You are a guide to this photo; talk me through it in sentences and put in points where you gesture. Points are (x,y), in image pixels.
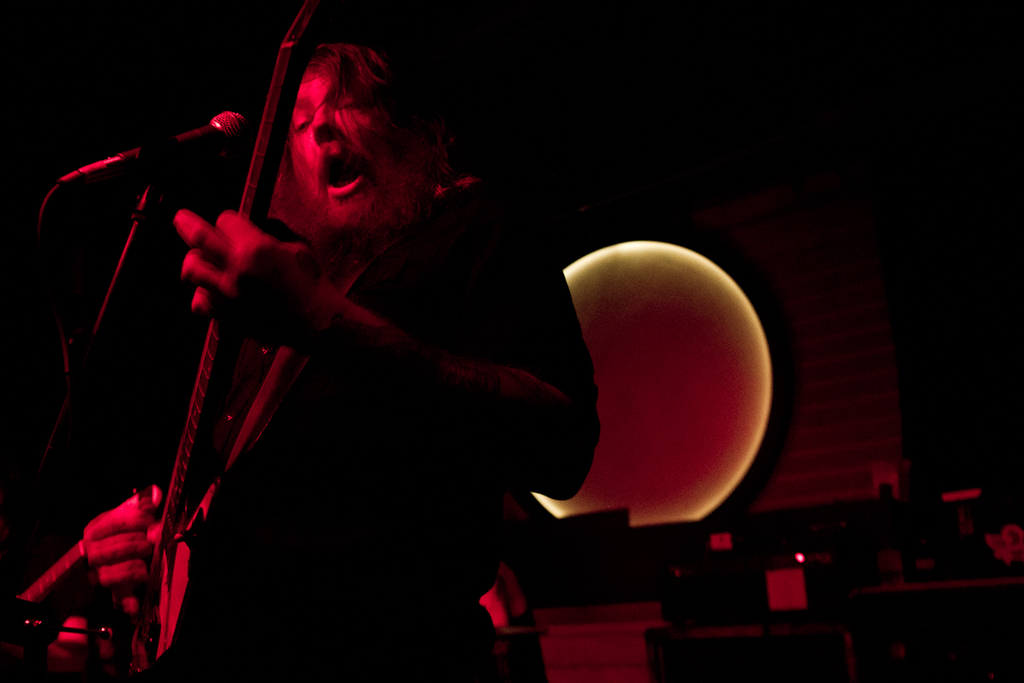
In this image we can see a person (383,344) standing and holding musical instrument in the hands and a mic (182,135) is placed in front of him.
